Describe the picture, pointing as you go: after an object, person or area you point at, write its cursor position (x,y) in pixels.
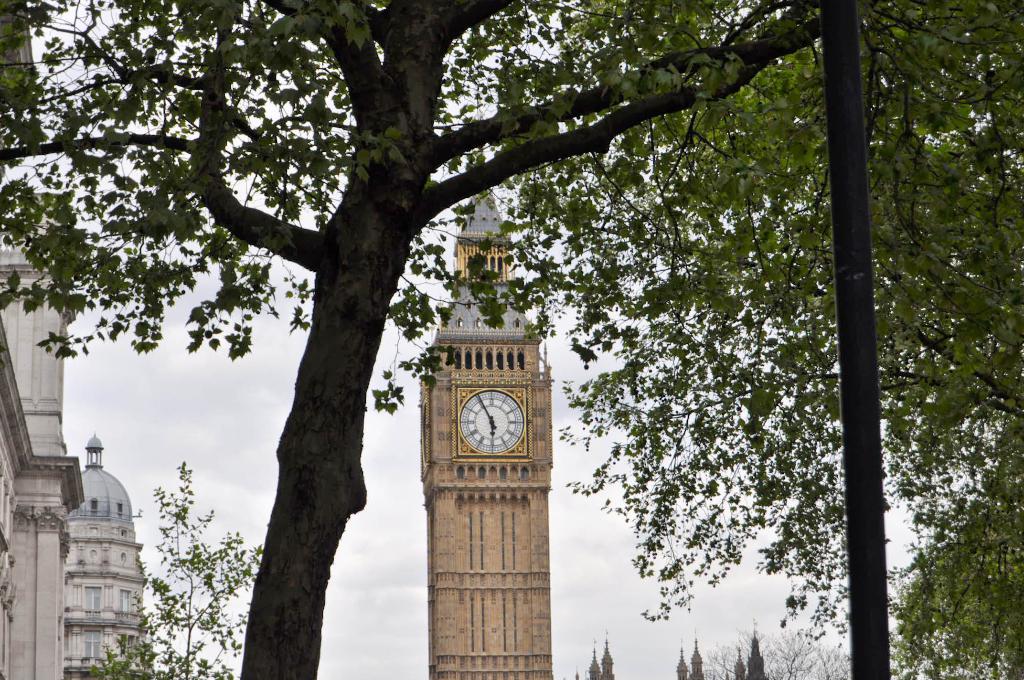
In this picture there is a tree (341,114) towards the left (304,591). On the background (505,655) there is a tower (520,458) with a clock (509,395). Towards the left (65,535) there are buildings (110,609) and trees (231,599).
